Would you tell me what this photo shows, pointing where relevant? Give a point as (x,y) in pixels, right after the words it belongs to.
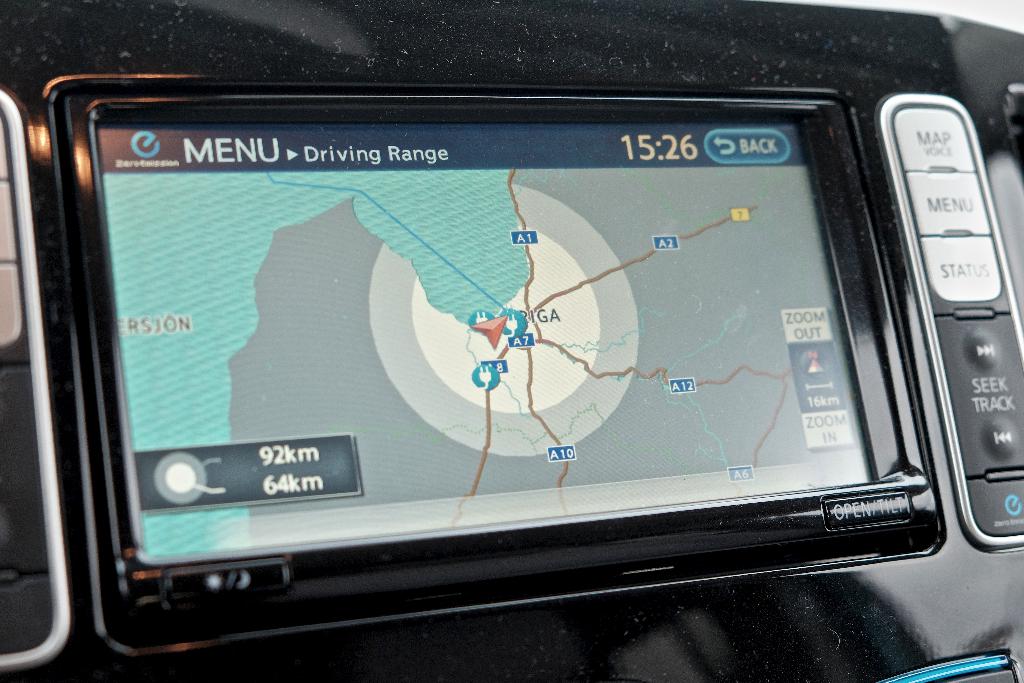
In this image, in the middle (489,408) there is an automotive navigation system (576,498). On the right (970,281) there are buttons (956,295).
